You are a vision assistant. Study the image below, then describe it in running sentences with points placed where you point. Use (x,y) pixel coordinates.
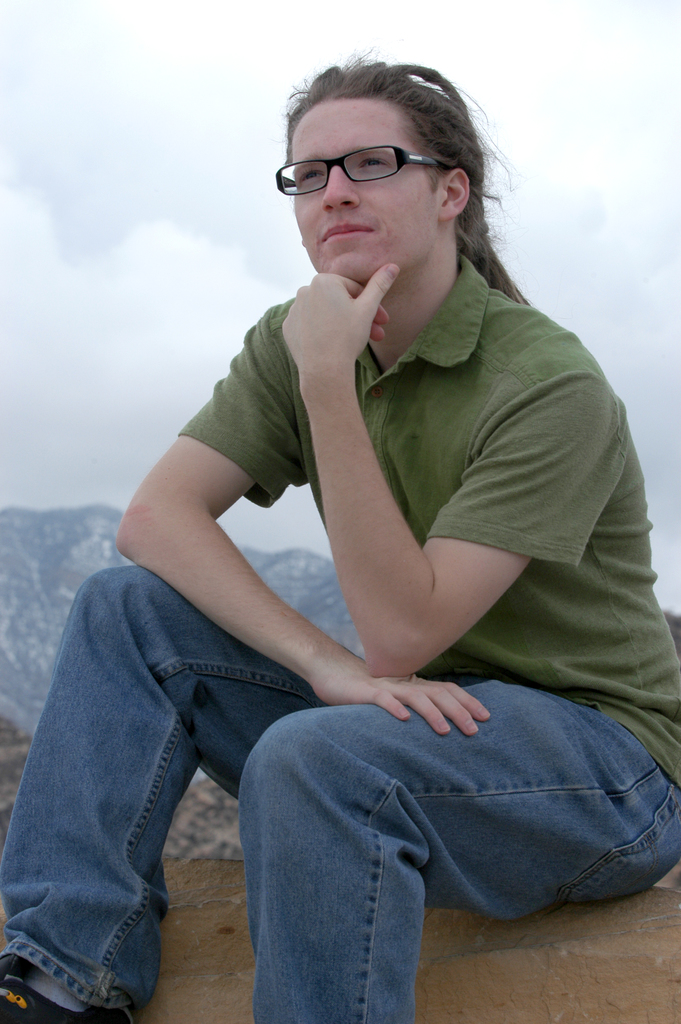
In this image we can see a person (325,739) wearing a spectacles (299,178) and sitting, there are some mountains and in the background (216,131) we can see the sky (188,118) with clouds (597,155).
